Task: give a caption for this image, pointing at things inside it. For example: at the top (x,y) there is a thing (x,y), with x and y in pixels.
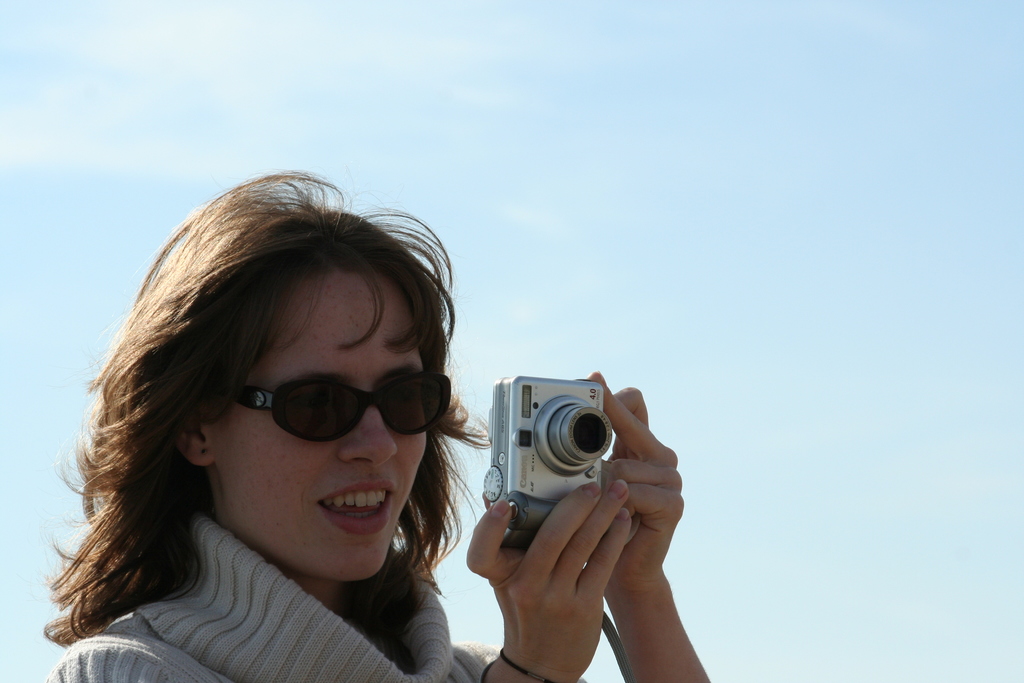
This picture shows a woman (390,518) clicking a photo with a digital camera (521,526) in her hand (493,573). She is wearing a spectacles (318,409). In the background (509,314) there is a sky (484,126).
